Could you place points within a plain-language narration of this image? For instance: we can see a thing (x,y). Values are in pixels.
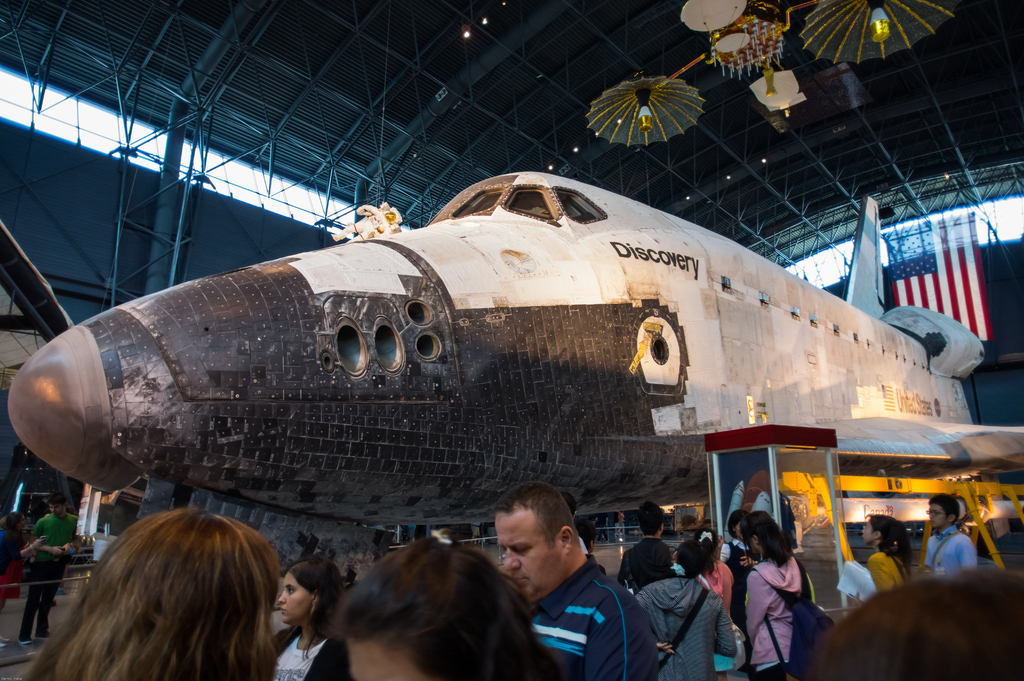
In this image I can see in the middle (560,273) there is a space shuttle (678,384) on display. At the bottom (958,601) a group of people (520,596) are looking at this thing (998,449), at the top (394,103) there is an iron roof (436,87).
